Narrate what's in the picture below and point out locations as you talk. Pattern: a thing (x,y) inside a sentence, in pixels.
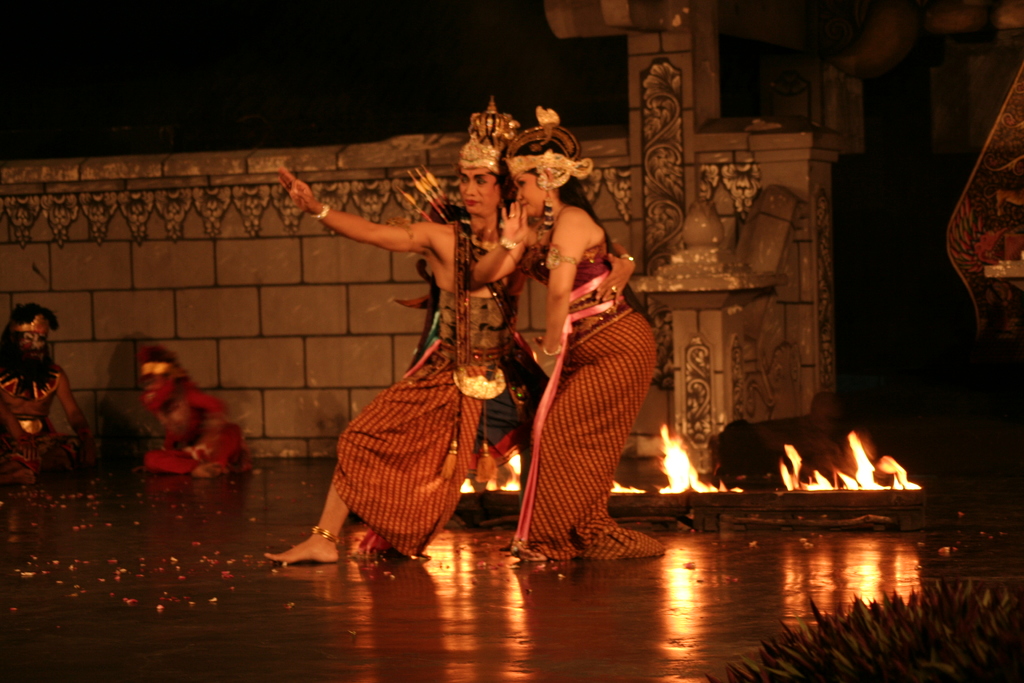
In this image we can see people (410,504) performing an act. In the background (807,489) there is a fire (689,484) and we can see a wall (360,199).
